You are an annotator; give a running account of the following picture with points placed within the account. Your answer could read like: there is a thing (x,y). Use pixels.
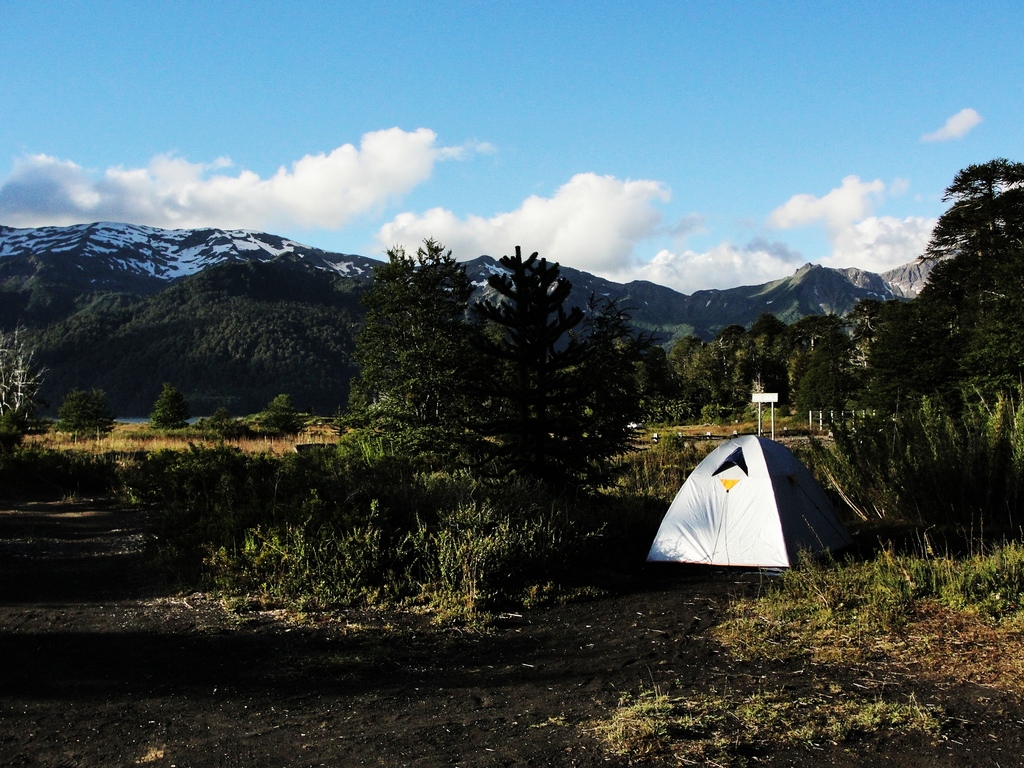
At the bottom of the image (479,621) on the ground (851,584) there is grass (853,604) and also there are small plants (1011,564). In the middle of them there is a camping tent (709,527). Behind that there are trees (404,373). In the background (65,266) there are hills (282,242). At the top of the image (874,84) there is sky (475,104).
